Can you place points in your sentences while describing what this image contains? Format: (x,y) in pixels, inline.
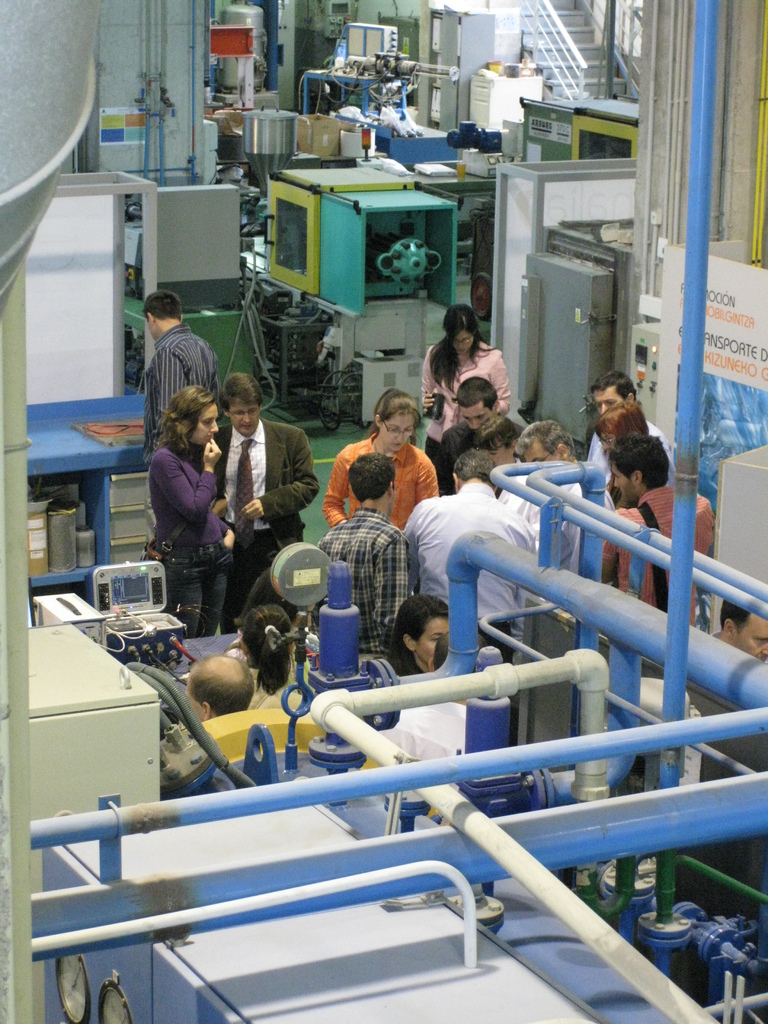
In this image in the front (395,805) there are pipes (444,827). In the center (349,539) there are persons (362,505) standing. In the background (379,306) there are machines (349,177).
